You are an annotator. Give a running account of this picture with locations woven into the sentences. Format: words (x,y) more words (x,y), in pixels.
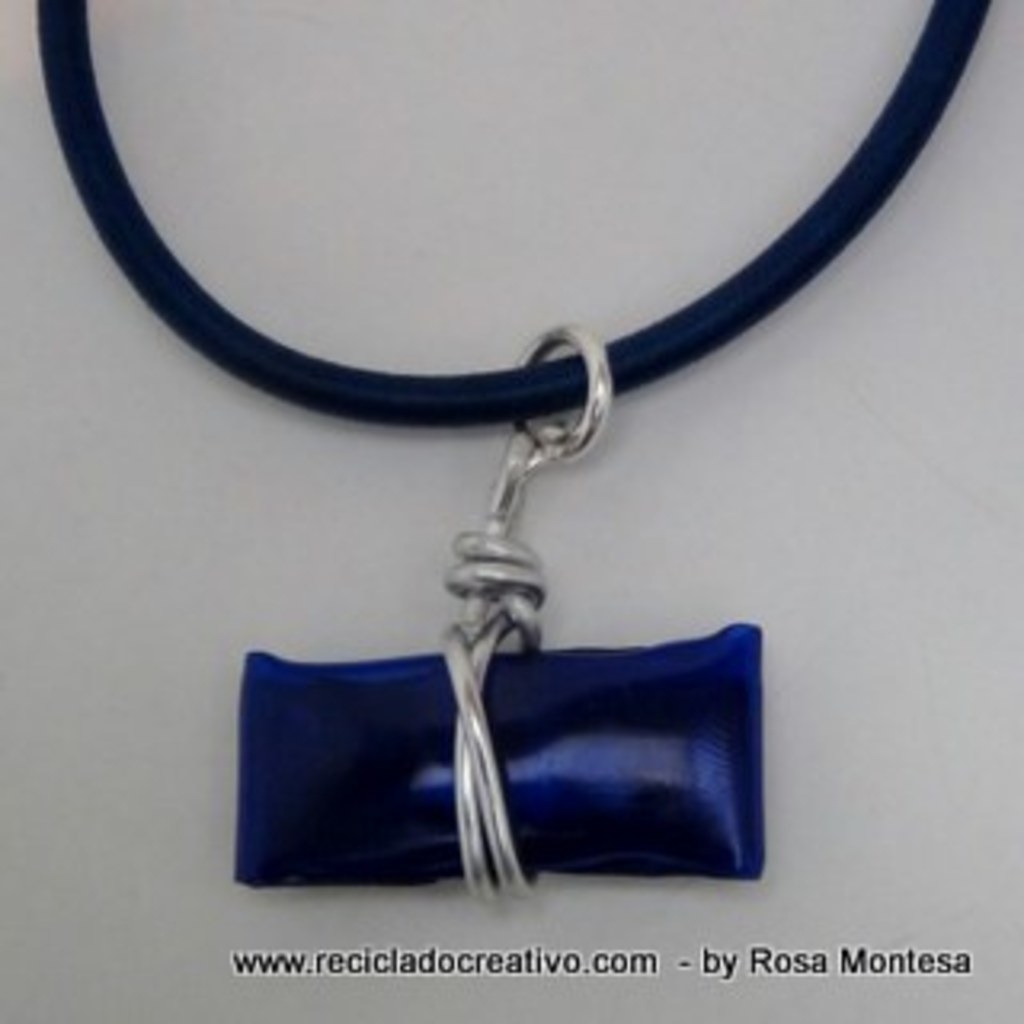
In the foreground of this image (497,615), there is a locket (532,794) to a chain (522,379) placed on a white surface (822,514).
